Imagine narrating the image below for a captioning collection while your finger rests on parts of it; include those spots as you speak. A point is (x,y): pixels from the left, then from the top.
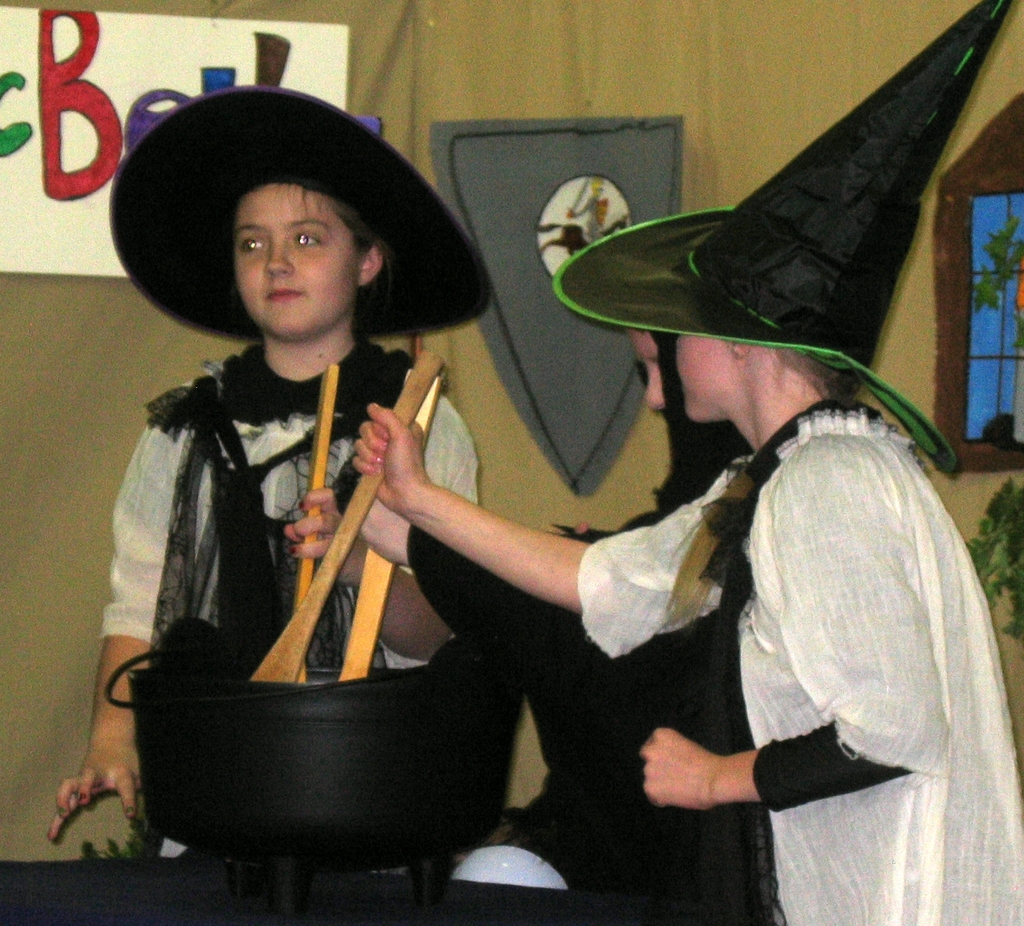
In the image I can see children (668,509) are standing. They are wearing black color hats (743,224) and holding some objects (347,538) in hands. In the background (553,157) I can see some objects (490,207) attached to the wall (374,79).
